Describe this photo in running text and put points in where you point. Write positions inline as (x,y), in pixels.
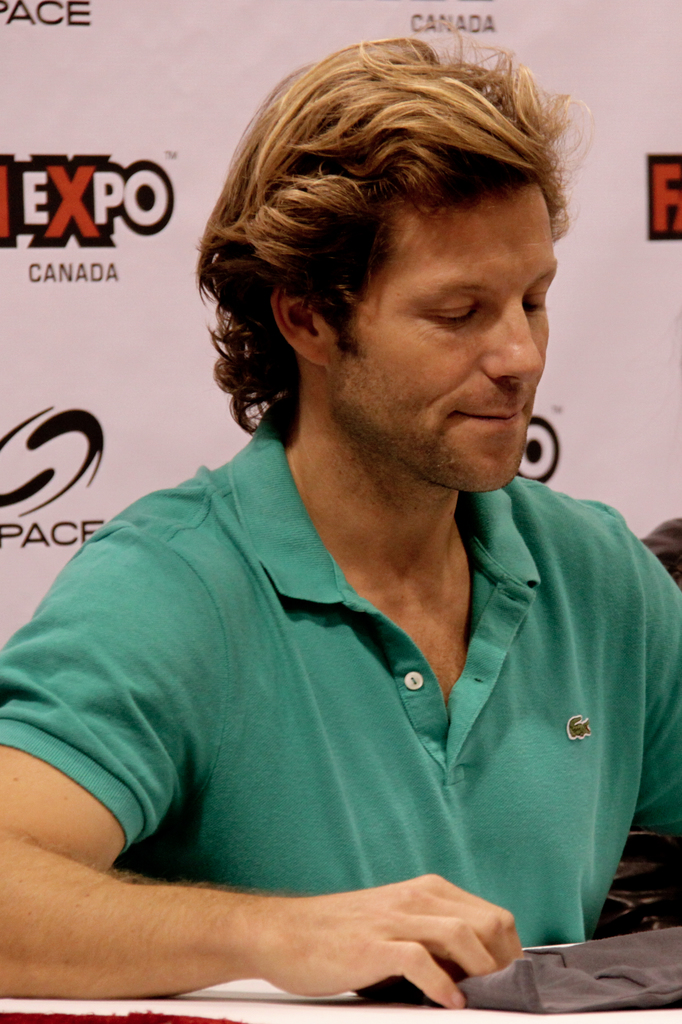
In this image, we can see a person (497,573) wearing clothes (389,774). In the background of the image (450,31), we can see some text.
